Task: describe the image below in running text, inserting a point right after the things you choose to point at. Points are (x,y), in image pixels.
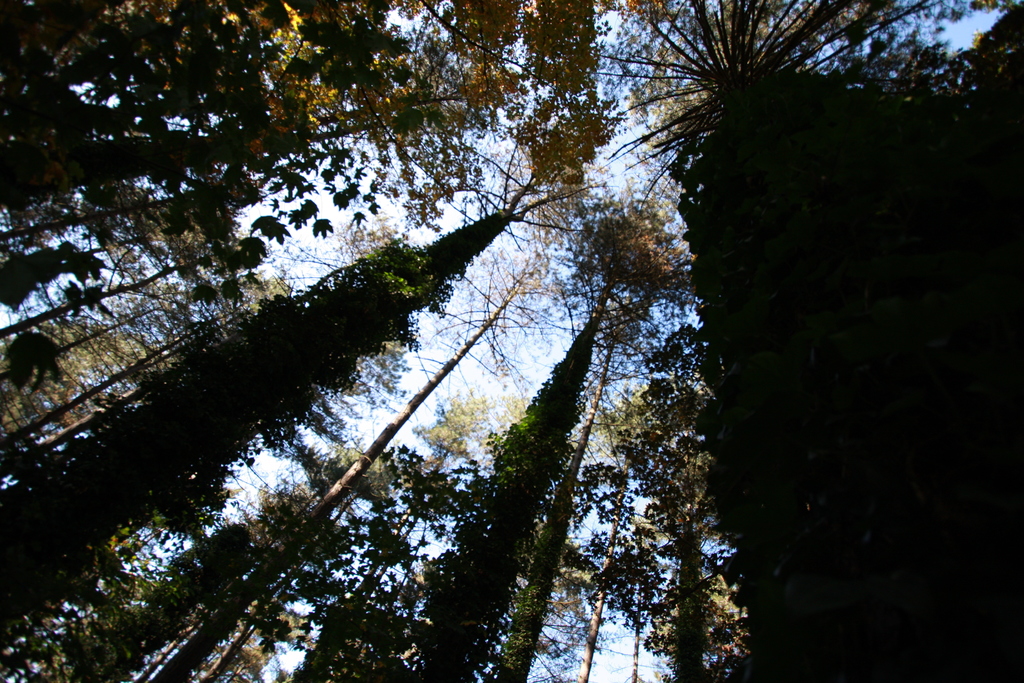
In this image, we can see so many trees (842,518) with leaves (297,24) and stems (462,666). Background (654,319) there is a sky (519,371).
